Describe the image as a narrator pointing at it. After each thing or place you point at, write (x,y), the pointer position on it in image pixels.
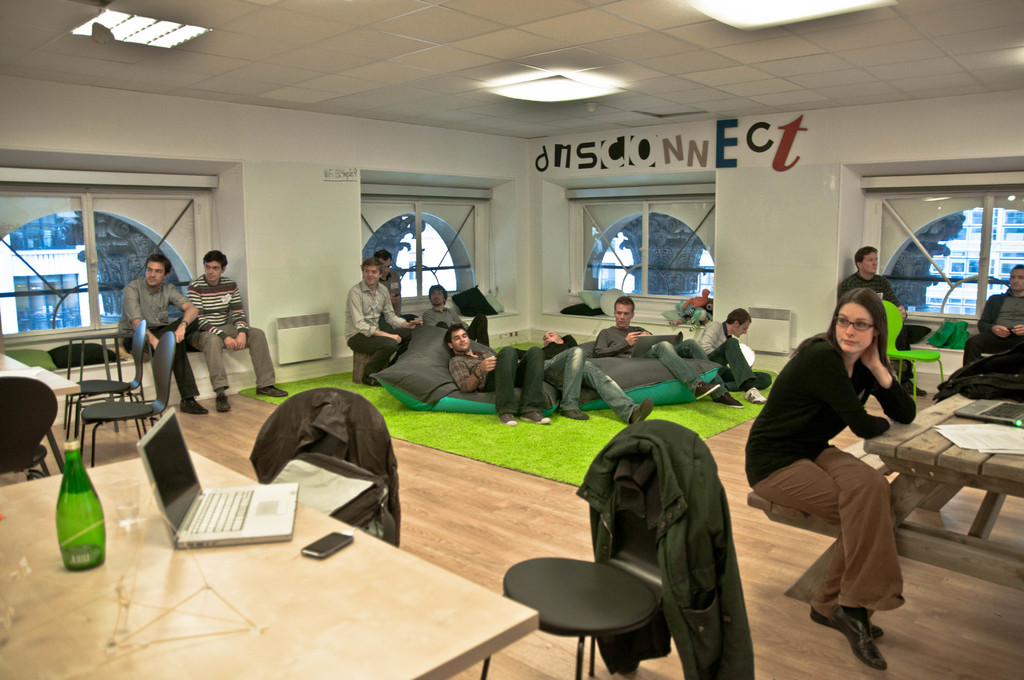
There are few people (582,370) here sitting. On the table (374,679) we can see a bottle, laptop (203,528), mobile phone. There are few chairs (631,595) also here. Through window (75,270) we can see building (75,270).
